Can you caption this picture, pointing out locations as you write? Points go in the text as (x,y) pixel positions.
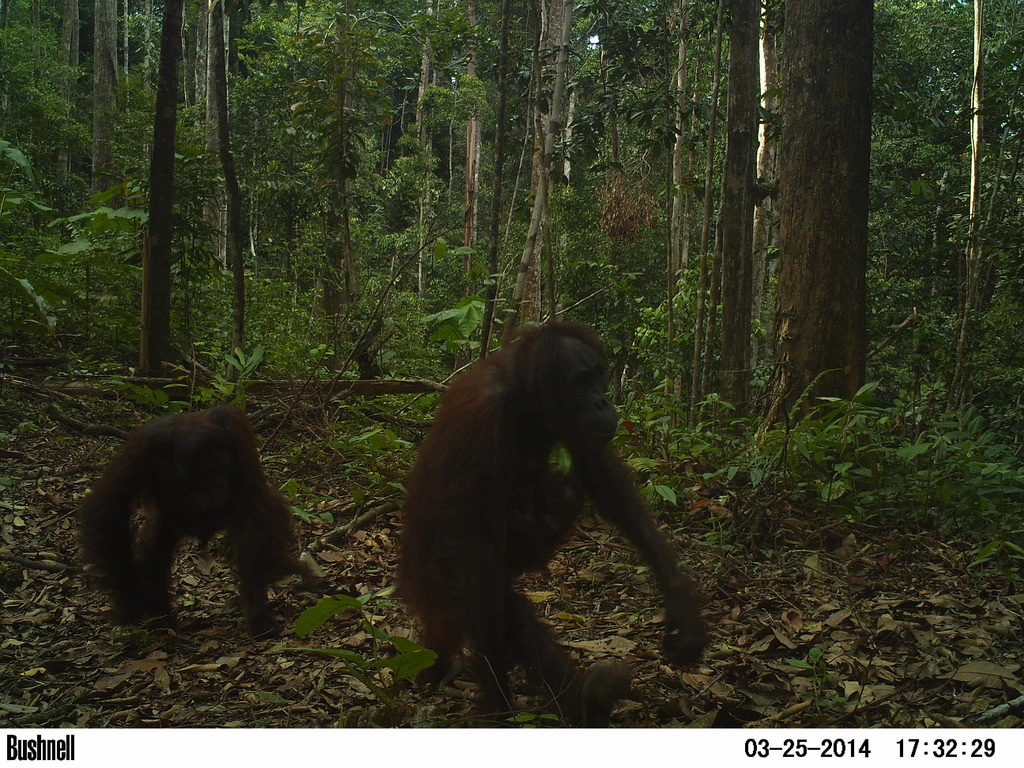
In the picture we can see two orangutans (614,684) in the forest (662,668) and in the background (936,266), we can see some plants (9,171) and trees (768,228).
